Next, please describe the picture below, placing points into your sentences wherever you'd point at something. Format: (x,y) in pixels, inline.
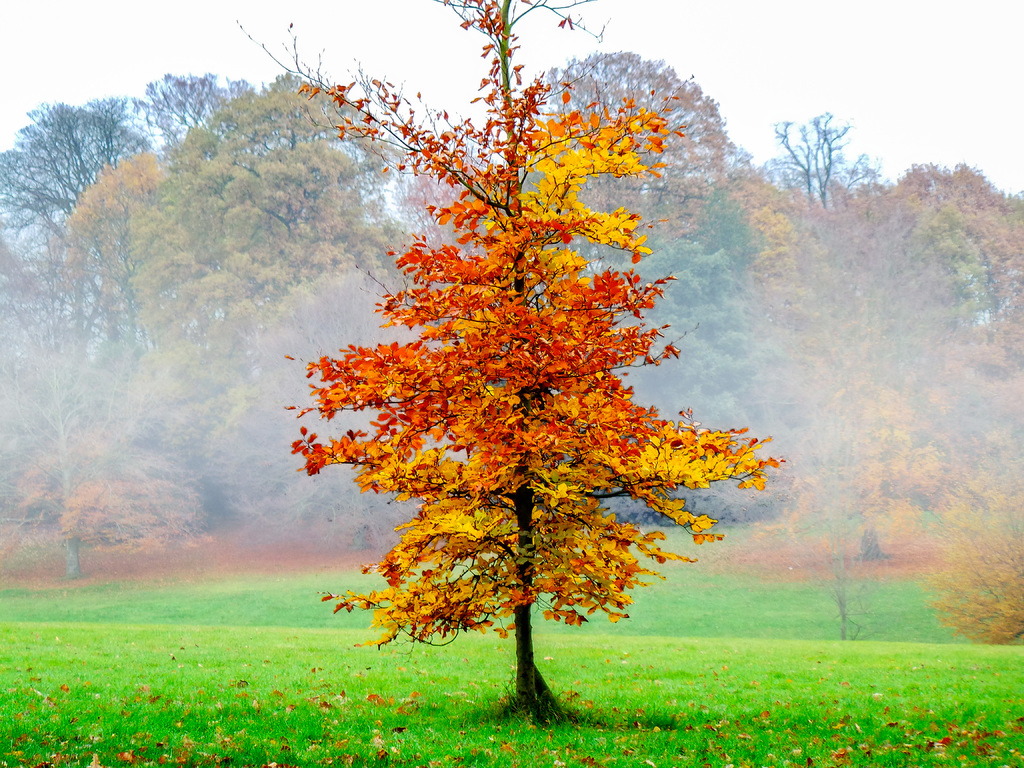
In the foreground of the picture (510,544) we can see dry leaves (381,721), grass (473,676) and tree (487,382). In the middle (360,268) there are trees (300,226). At the top (882,43) there is sky (433,68).
